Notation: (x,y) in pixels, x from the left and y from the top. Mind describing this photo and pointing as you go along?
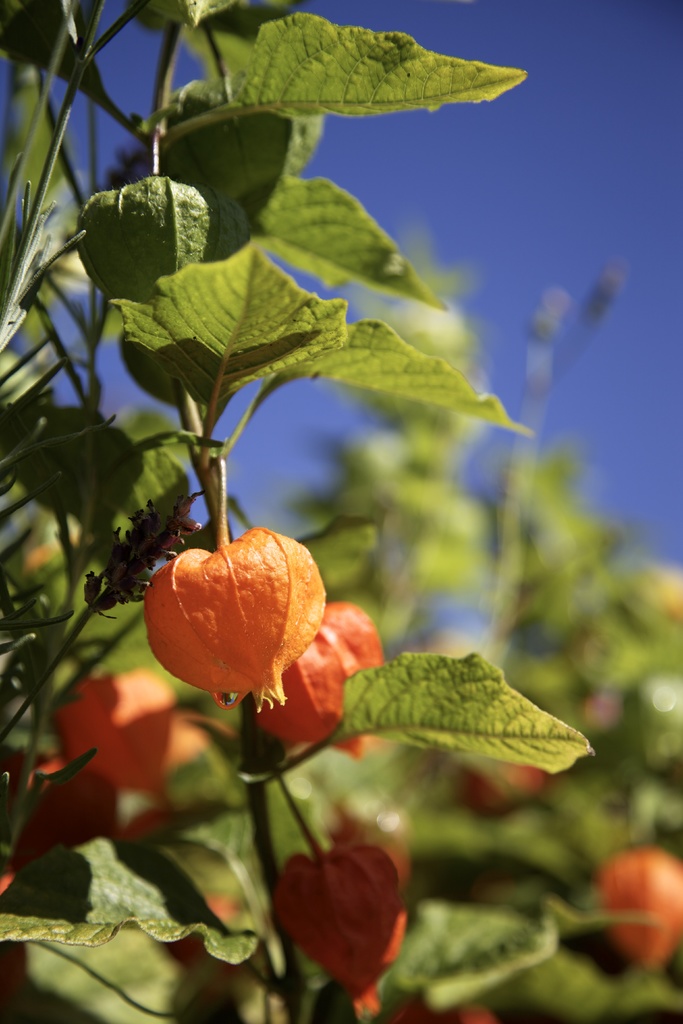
In this picture there are orange color flowers (56,784) on the plants (500,774). At the top (616,115) there is sky (606,44).
